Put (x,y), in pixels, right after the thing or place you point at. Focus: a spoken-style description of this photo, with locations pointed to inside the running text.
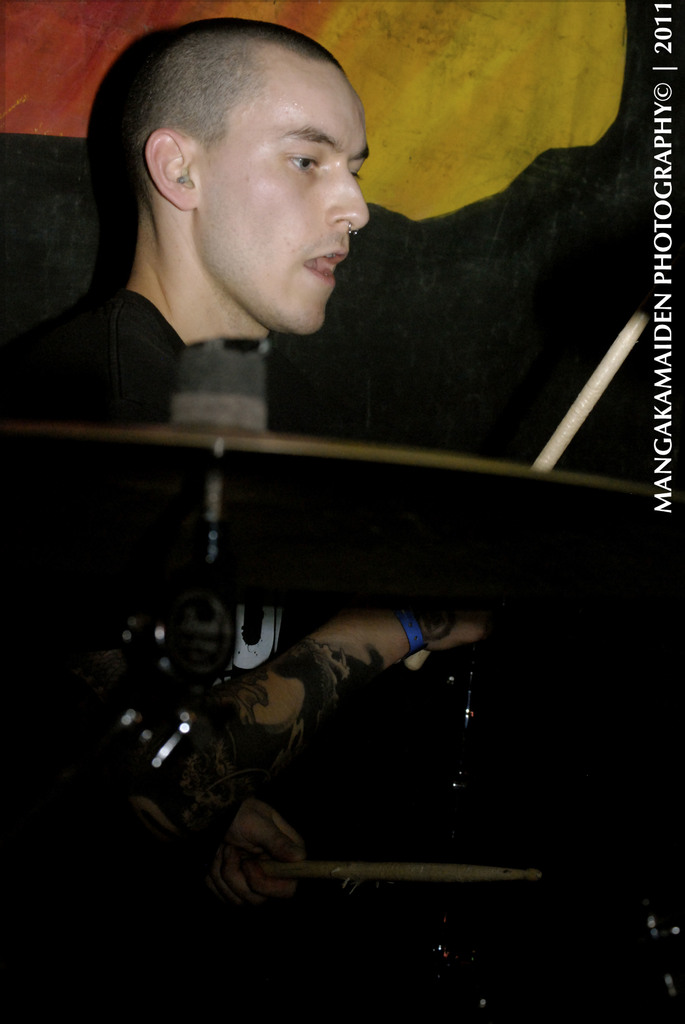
This is the man (438,621) sitting and holding the sticks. I think this is a hi-hat instrument (357,471). This is the watermark (658,191) on the image.
